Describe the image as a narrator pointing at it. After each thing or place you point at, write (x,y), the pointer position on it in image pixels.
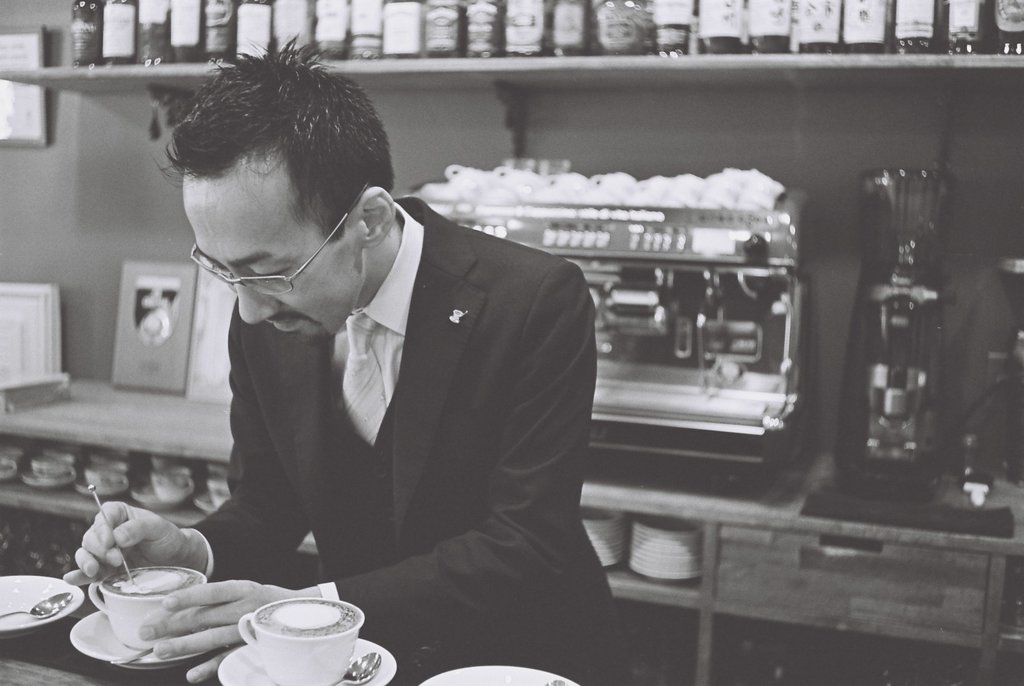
In this image there is a person (270,80) wearing a black blazer (439,291) and tie (366,335) and he was making a coffee art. In the background (460,183) there are group of bottles (481,33), coffee machine (724,285), saucers (672,533) and cups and cupboards (799,620).
